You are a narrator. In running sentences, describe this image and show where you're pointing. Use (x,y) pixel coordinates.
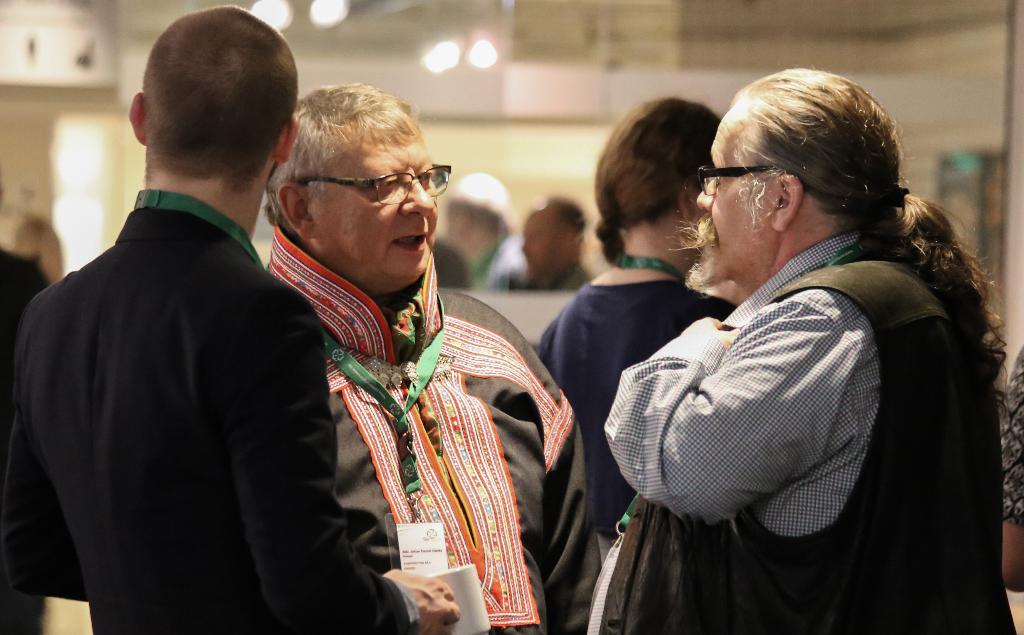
In this image we can see a group of people (570,321) standing. In that a man (325,452) is holding a cup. On the backside (485,155) we can see a wall (467,152) and some lights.
